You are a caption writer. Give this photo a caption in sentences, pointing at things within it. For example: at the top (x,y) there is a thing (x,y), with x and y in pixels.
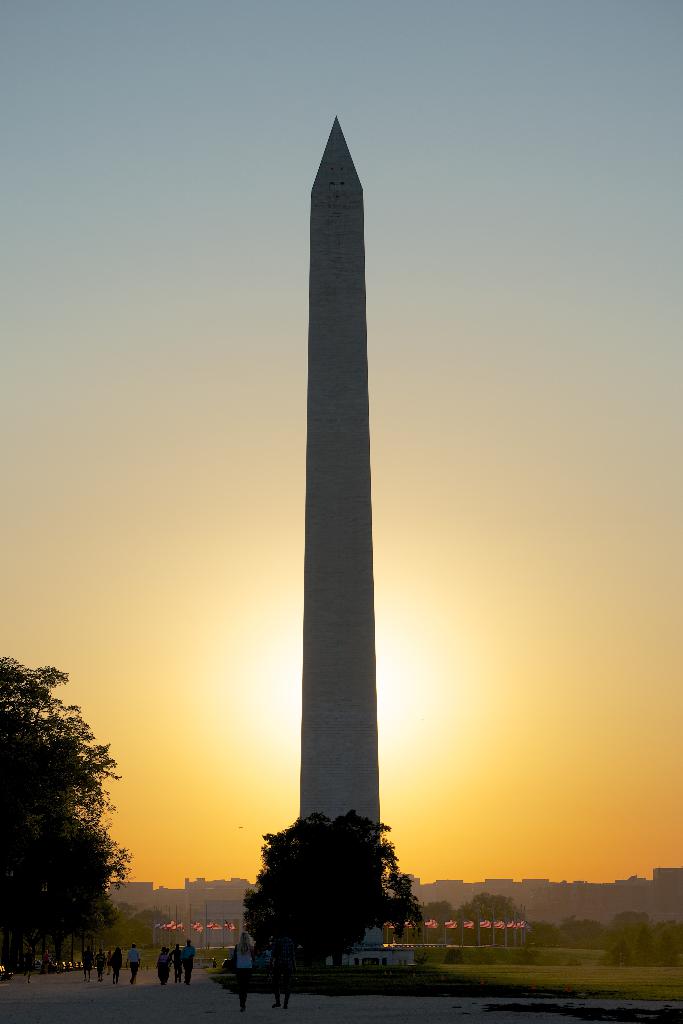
In this image, we can see a tower (337,618), trees (1,959), plants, grass (652,980), poles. At the bottom (121,972), we can see few people (166,962). Background (655,685) there is a sky (264,478).
